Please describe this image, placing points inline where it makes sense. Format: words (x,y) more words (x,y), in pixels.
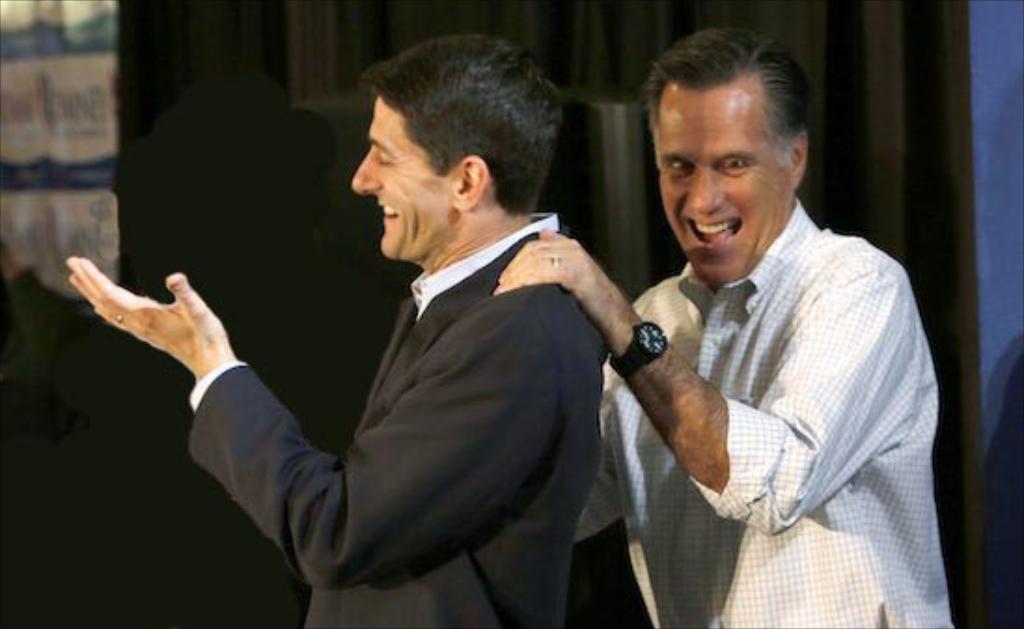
In this picture I can see two persons (683,627) standing and smiling, and in the background (594,181) there are some objects (38,89).
